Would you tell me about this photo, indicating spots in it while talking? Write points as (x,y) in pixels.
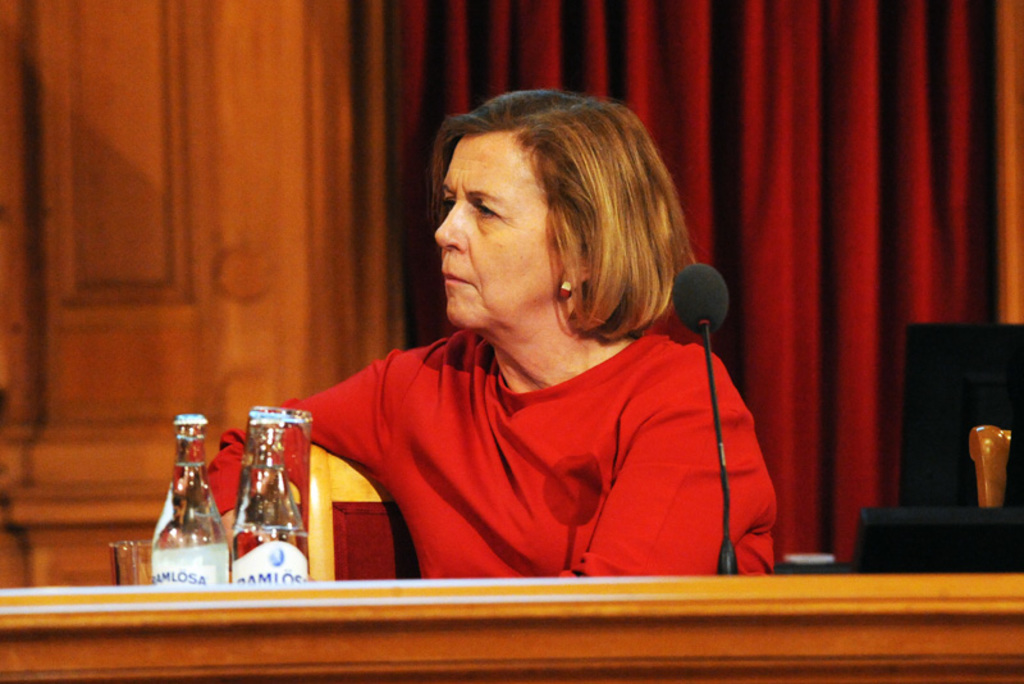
As we can see in the image there is a red color curtain (784,124), a woman (519,264) sitting on chair (388,499) and in the front (385,597) there is a table (694,595). On table (694,595) there is a mic (706,320) and bottles (273,521).
